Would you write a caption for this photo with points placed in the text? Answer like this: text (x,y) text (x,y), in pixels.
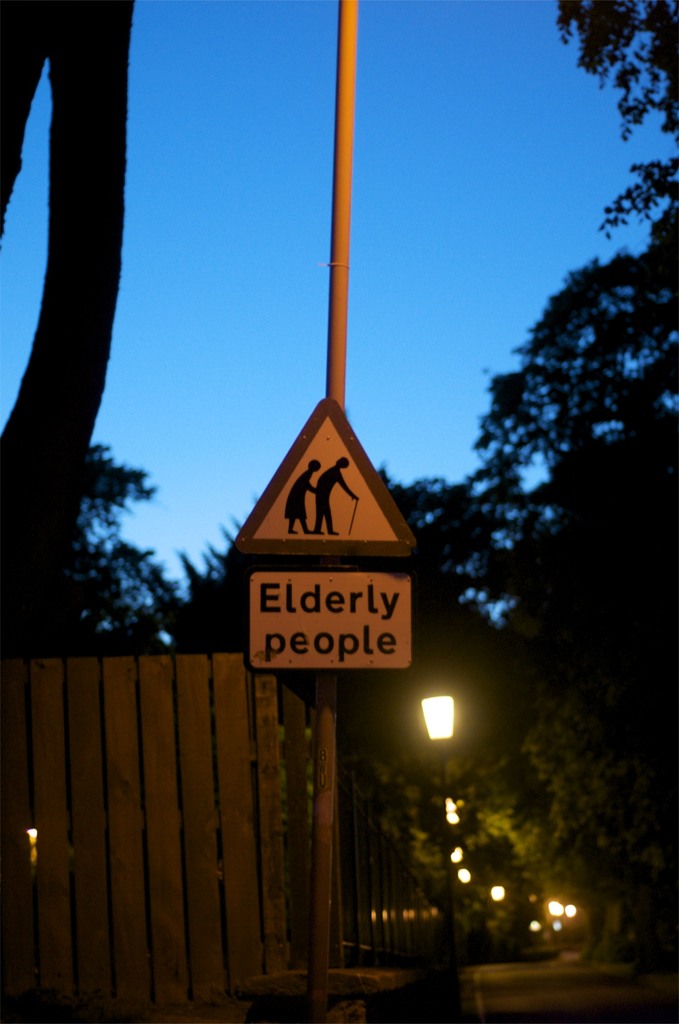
This picture shows a sign board (404,547) to the pole (354,0) and we see few pole lights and trees (501,500) and a wooden fence (154,705) and we see a blue sky (282,322).
